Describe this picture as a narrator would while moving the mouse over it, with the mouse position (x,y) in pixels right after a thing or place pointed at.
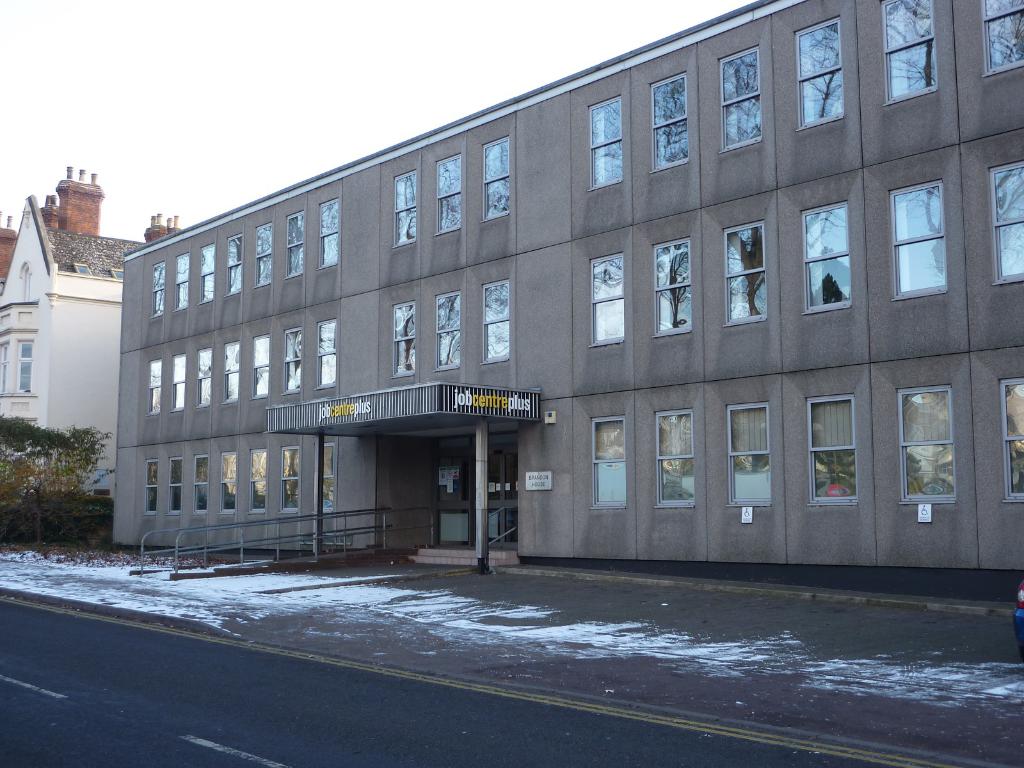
This image is clicked on the road (286,736). Beside the road (295,749) there is a walkway (453,631). Beside the walkway (548,585) there are buildings (423,361). To the left (63,457) there are plants (79,453). In front of the building (351,398) there is a railing (267,529). There are boards (442,393) with text (518,402) on the building (565,395). At the top (336,51) there is the sky (269,53).
